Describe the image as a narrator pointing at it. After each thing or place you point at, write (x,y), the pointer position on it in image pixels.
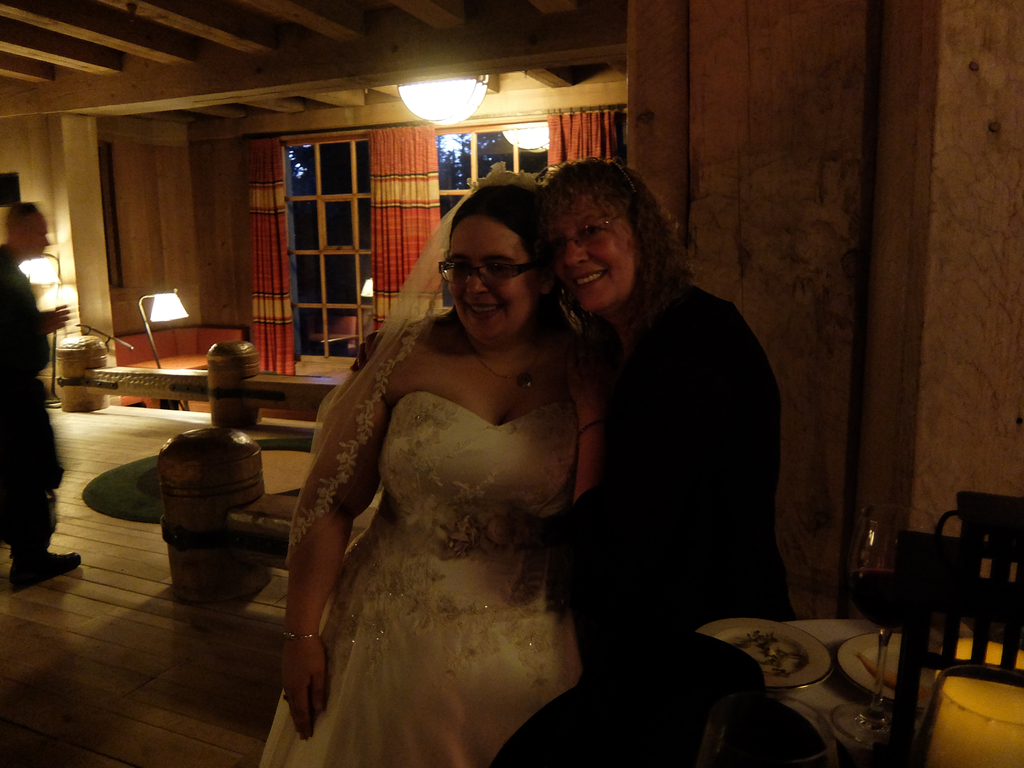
In the image we can see there are two women (585,392) who are standing and the room (507,133) is little dark.
